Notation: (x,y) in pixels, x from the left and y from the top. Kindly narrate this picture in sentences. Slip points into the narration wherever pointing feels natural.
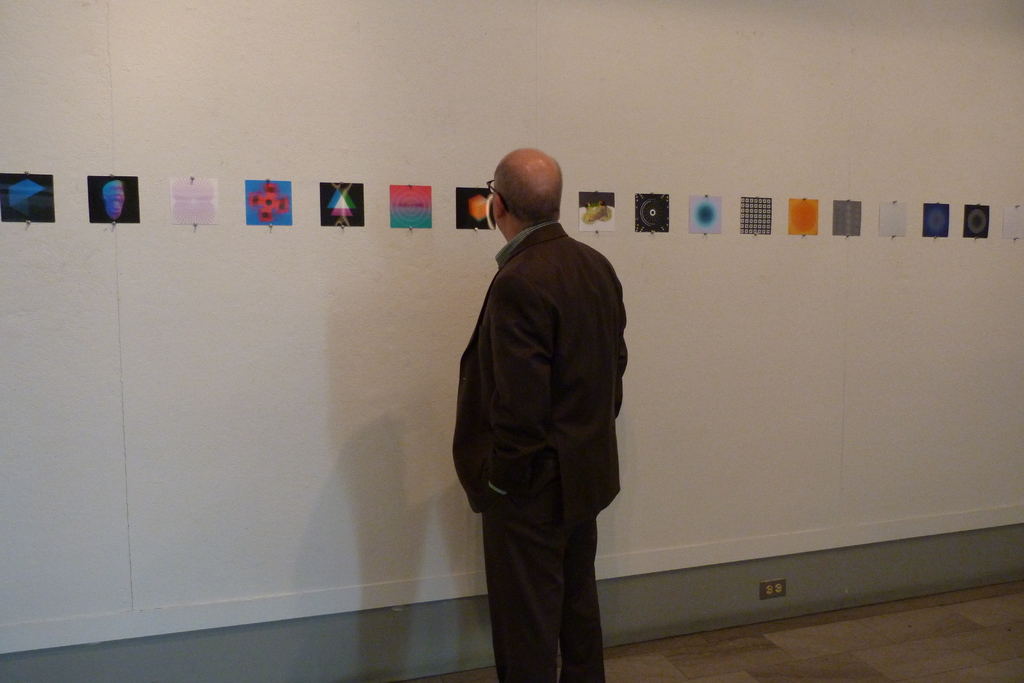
In the center of the picture (505,269) there is a person (515,338) wearing suit (619,335). In front of them there is a wall (436,341) painted white. On the wall (143,209) there are posters (8,174) attached.
